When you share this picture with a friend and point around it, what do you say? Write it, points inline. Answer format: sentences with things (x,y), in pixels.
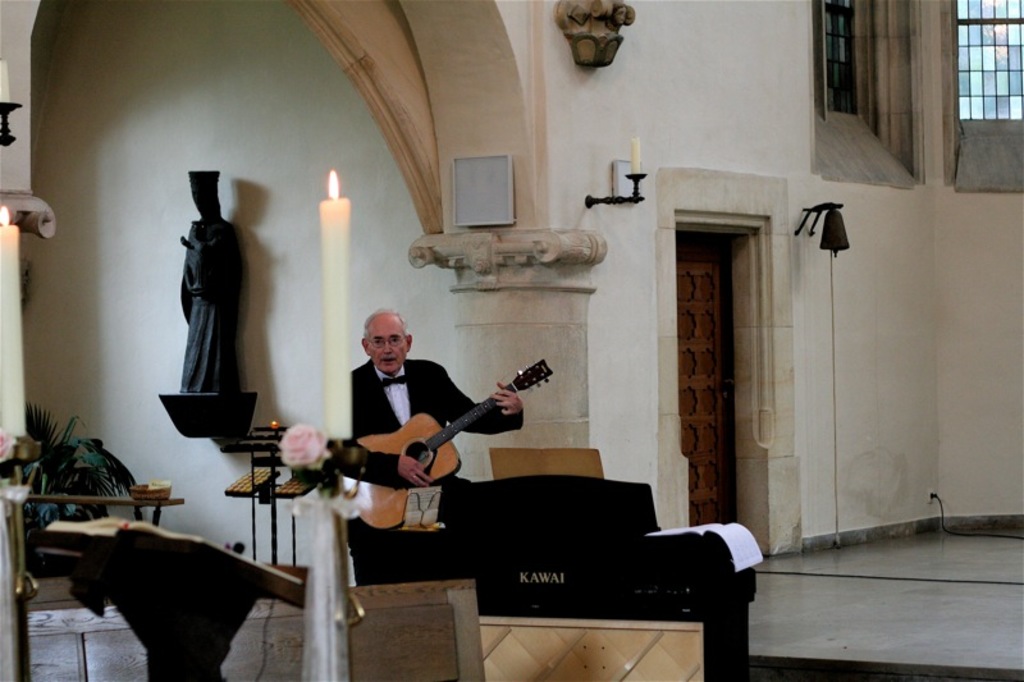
In this picture there is a man (379,421) playing guitar (408,456). There is a black sculpture (231,376), candle (338,383), plant (89,482), book (736,547), door (693,488).
